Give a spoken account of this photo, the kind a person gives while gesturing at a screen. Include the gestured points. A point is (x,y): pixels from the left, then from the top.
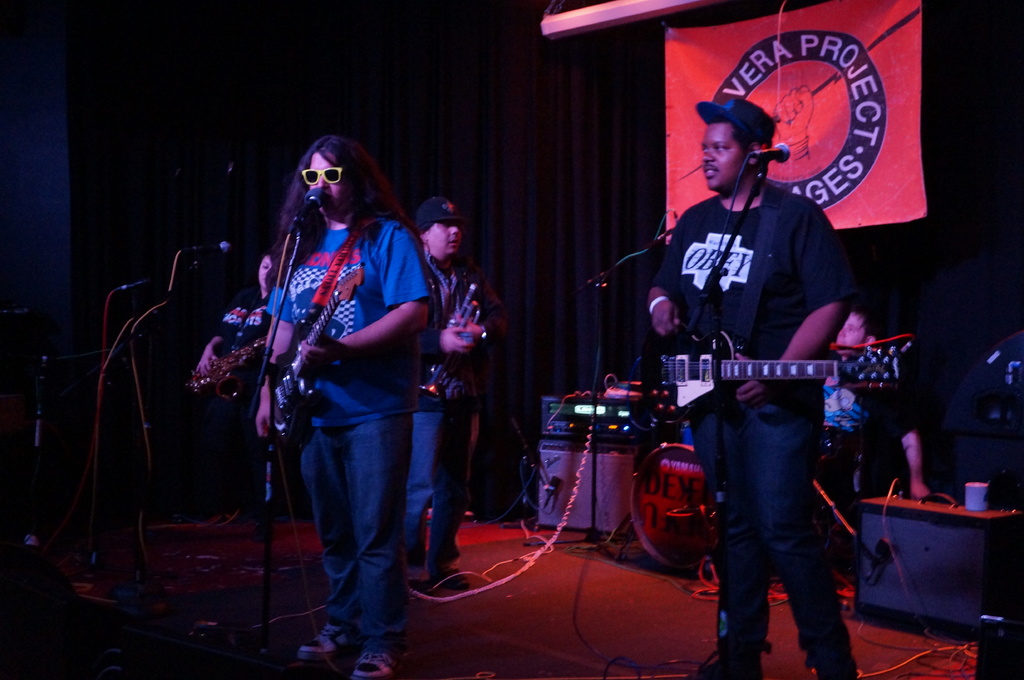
There are group of people (809,228) standing on stage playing guitar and singing on microphone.
